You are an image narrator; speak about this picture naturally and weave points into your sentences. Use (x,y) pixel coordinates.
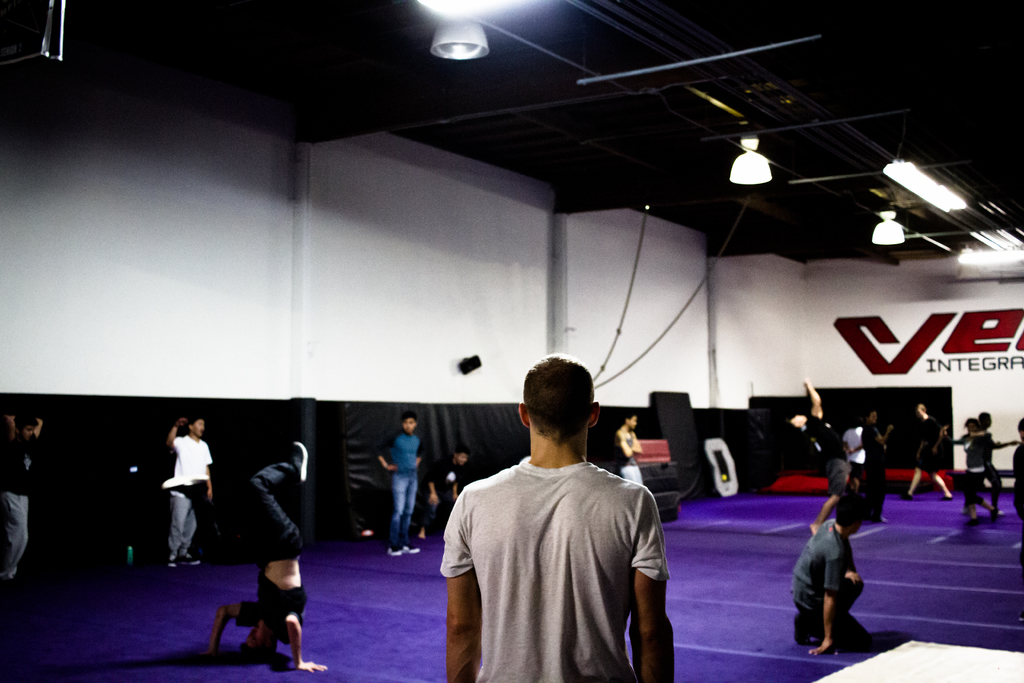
In this picture we can see group of people (607,531), in front of them we can find few mats (459,439), and also we can see few metal rods (645,71) and lights (889,173) on top of them.
